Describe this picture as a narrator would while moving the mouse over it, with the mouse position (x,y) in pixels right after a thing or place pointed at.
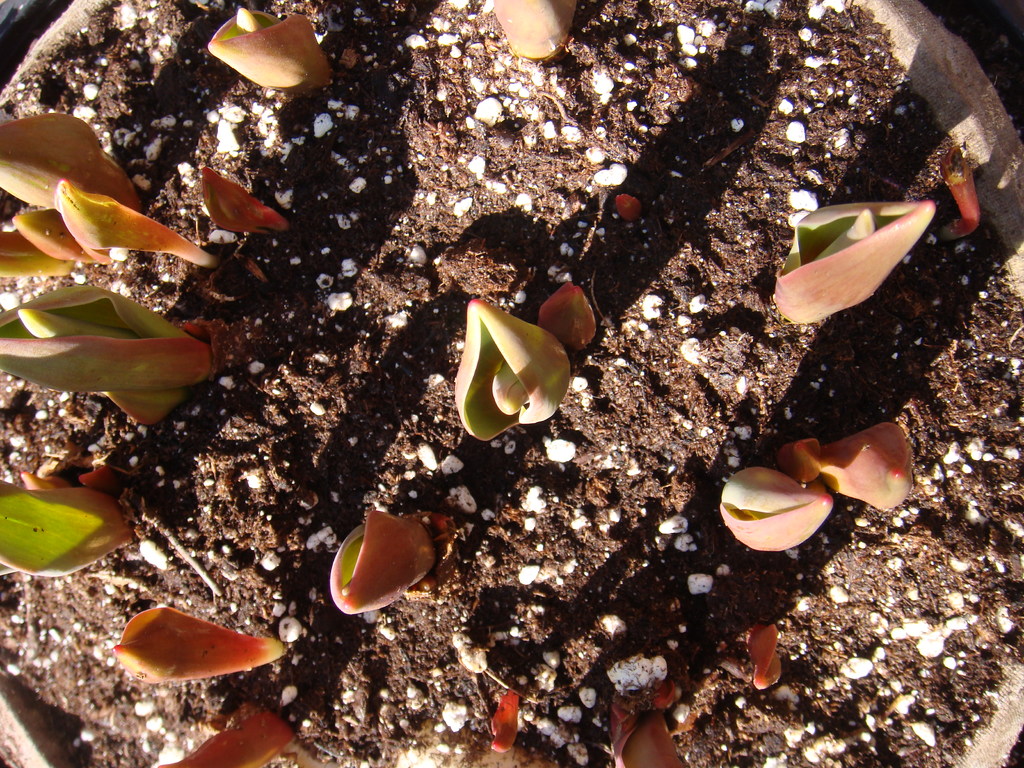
In this image we can see a pot (73,733). In the pot (328,284) there are some plants (440,532).
